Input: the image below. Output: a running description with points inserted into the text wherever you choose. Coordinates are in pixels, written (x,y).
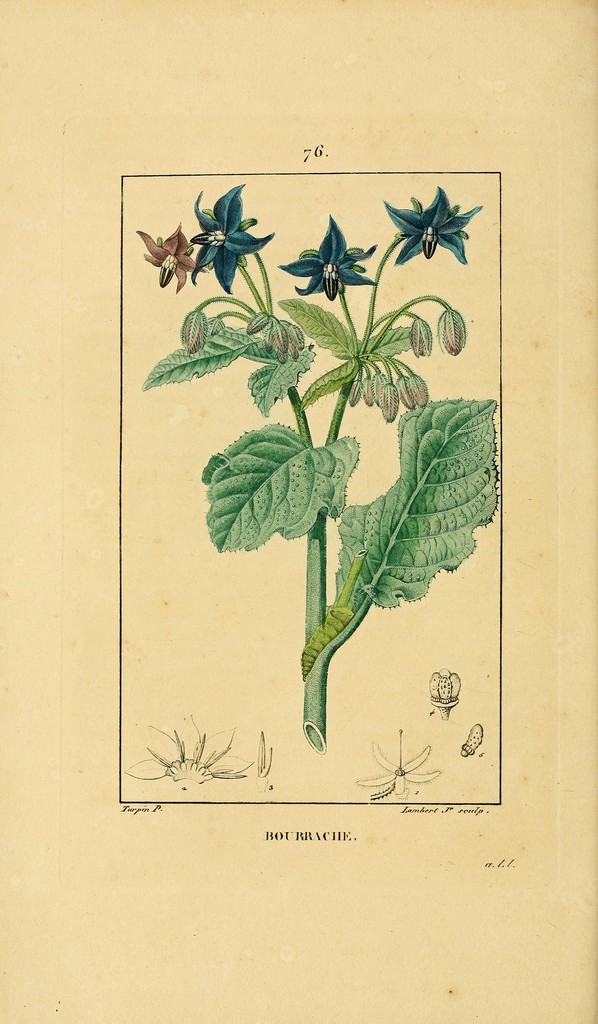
In the center of this picture (351,513) we can see the drawing (372,525) of a plant (437,407) consists of flowers (291,265), buds (278,341) and leaves (409,515). At the bottom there is a text (288,833) on the image.
